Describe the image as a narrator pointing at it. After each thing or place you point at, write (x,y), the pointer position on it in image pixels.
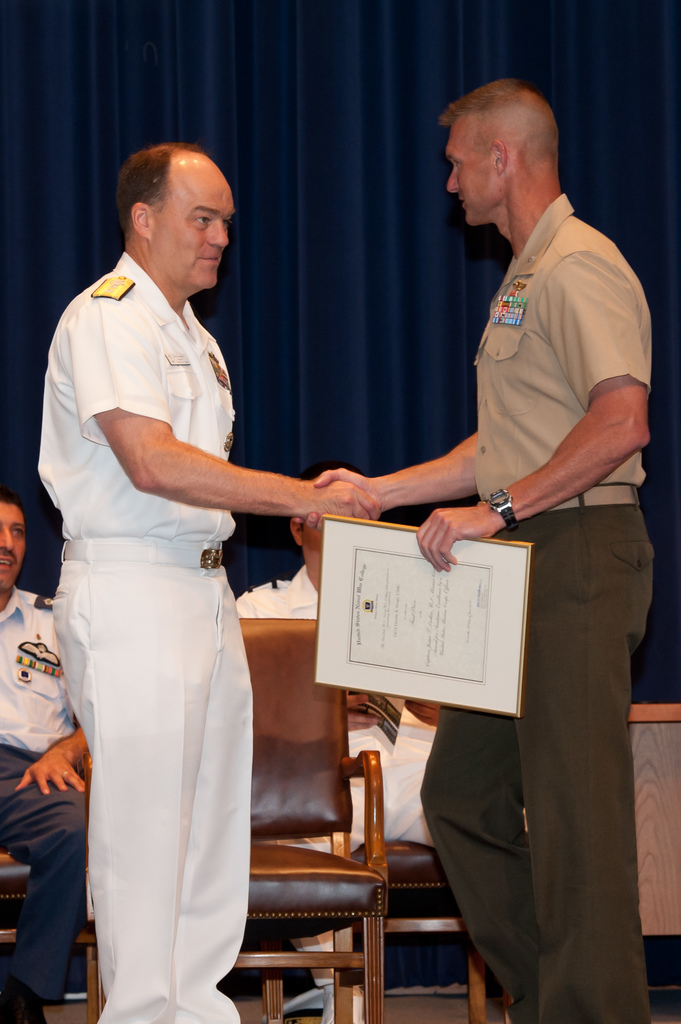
In this image we can see two persons (105,441) standing. One person (488,479) is wearing watch (493,506) and holding something in the hand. In the back (252,623) there are chairs (255,745). Also there are two persons (41,751) sitting. In the background (268,192) there is curtain (446,192).
